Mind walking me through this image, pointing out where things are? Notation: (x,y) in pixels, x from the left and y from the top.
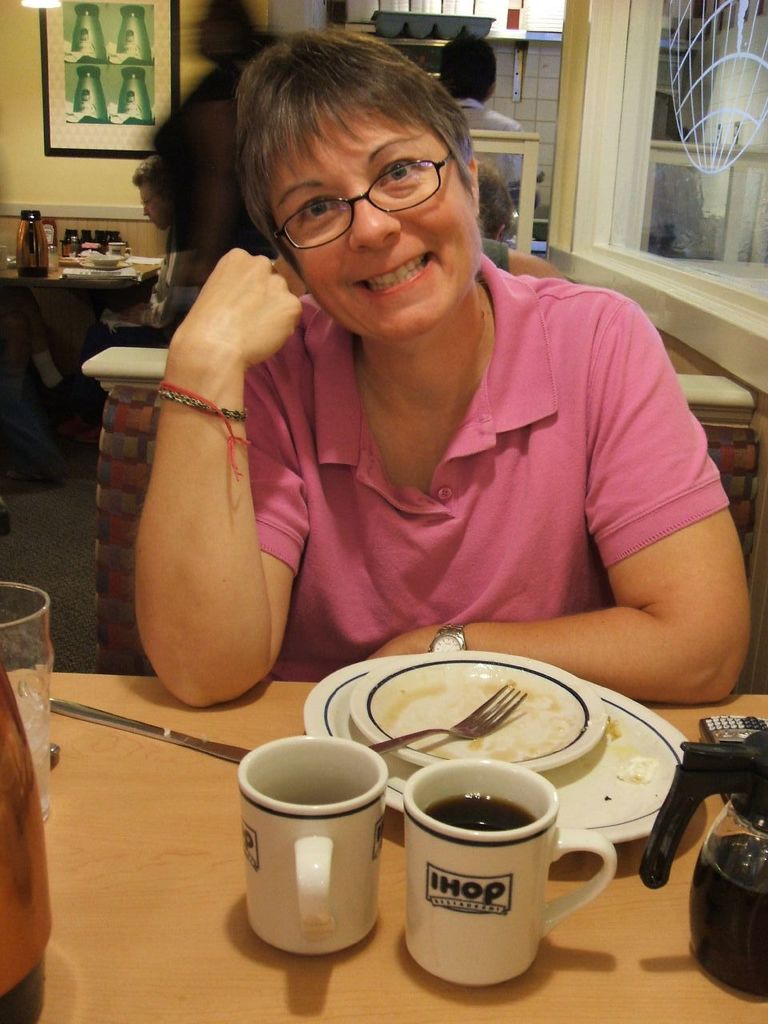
This picture is clicked inside. In the foreground (120,829) there is a wooden table (140,809) on the top of which there is a glass (26,638), coffee mugs (342,860), plates (581,728), fork (485,726), knife (204,743) and a glass jug (737,781) and some other items (12,753) are placed. In the center (496,441) there is a person (487,414) wearing pink color t-shirt (537,368), smiling and sitting on the chair (725,465). In the background (515,11) we can see the group of persons (121,323) and we can see a table (140,267) on the top of which there are some objects (33,263) and we can see a picture frame (86,138) hanging on the wall (27,76) and we can see many other objects (700,135).
